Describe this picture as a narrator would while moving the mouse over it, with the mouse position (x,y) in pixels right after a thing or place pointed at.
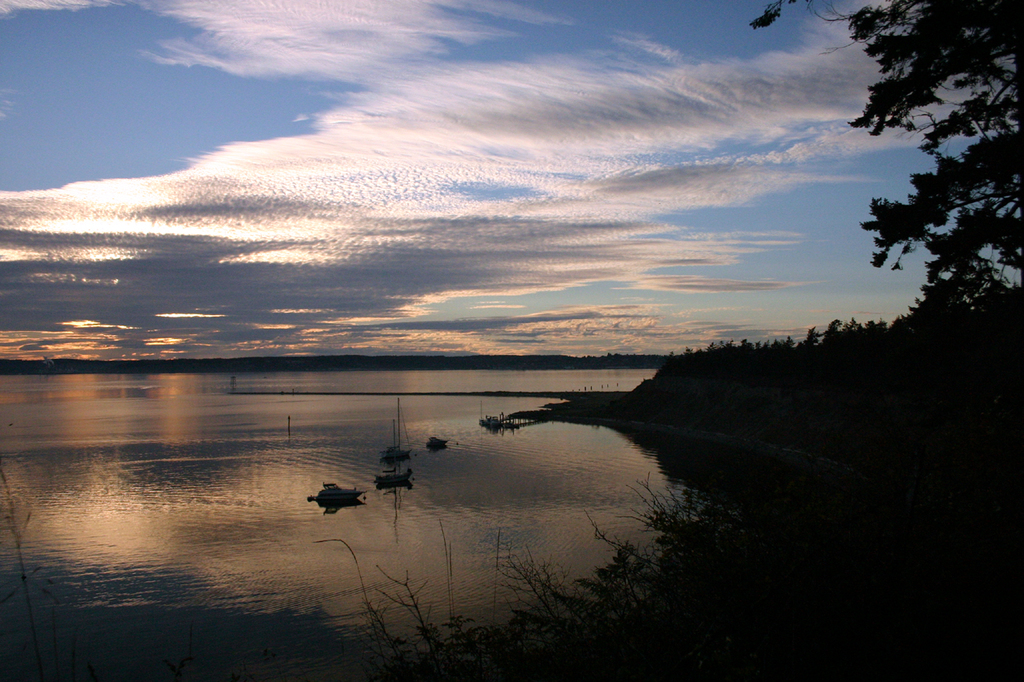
In this picture we can see few boats (349,498) on the water (502,528), in the right side of the image (974,316) we can see few trees (830,353), and also we can find clouds (460,222).
